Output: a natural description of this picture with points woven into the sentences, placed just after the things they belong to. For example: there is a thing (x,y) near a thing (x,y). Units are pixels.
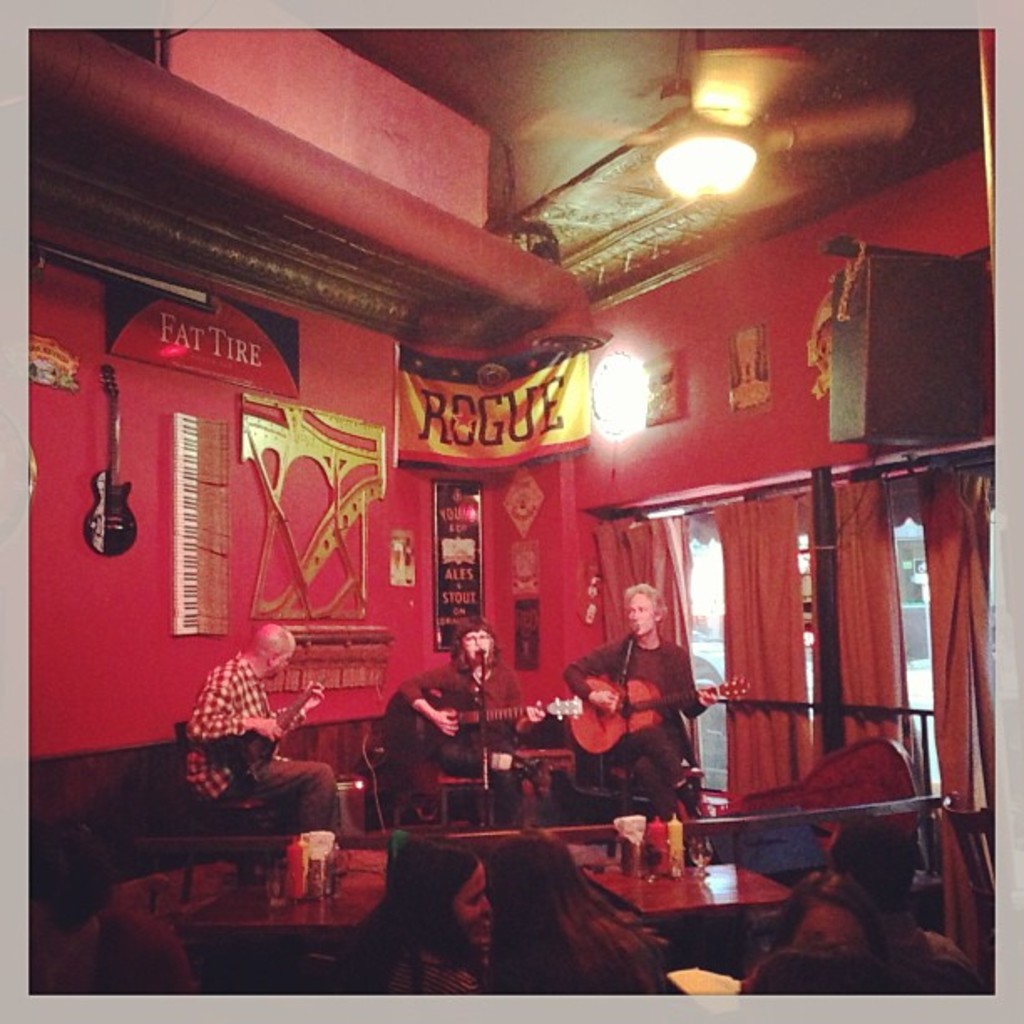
In the image we can see there are people (211,705) who are sitting on chair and they are playing guitar (410,713) in their hand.
